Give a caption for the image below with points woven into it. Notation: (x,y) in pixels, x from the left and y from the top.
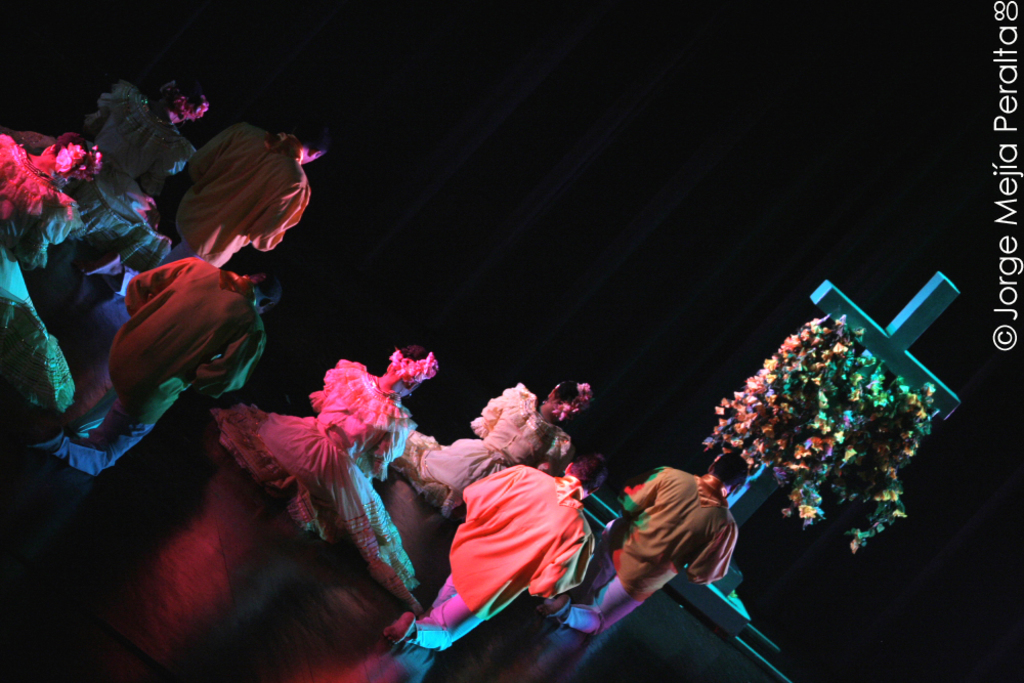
In the center of the image (403,444) we can see a few people (407,352) are performing and they are in different costumes (255,424). In front of them, there is a cross (934,296). On the cross (943,308), we can see a flower garland (820,467).
